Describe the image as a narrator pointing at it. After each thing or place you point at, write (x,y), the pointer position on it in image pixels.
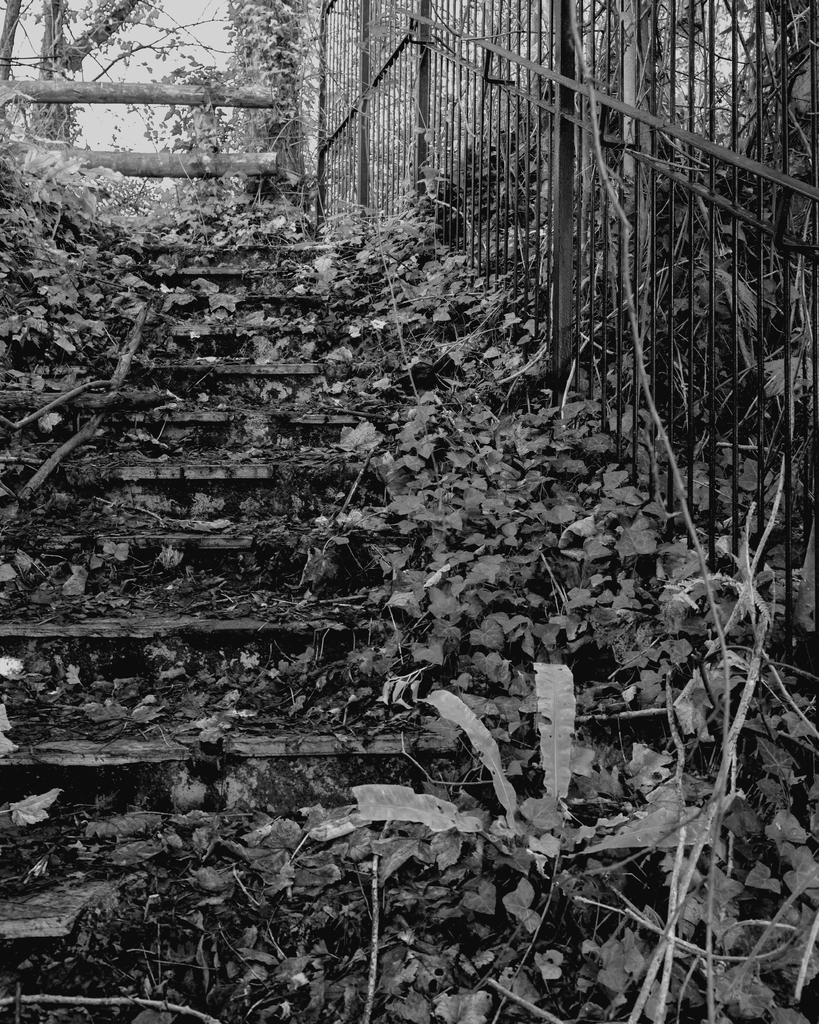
In this image we can see a staircase (225,517), group of plants (473,423) and a fence (439,155). In the background (224,164), we can see some trees (269,110), wood pieces (67,83) and the sky (154,63).
